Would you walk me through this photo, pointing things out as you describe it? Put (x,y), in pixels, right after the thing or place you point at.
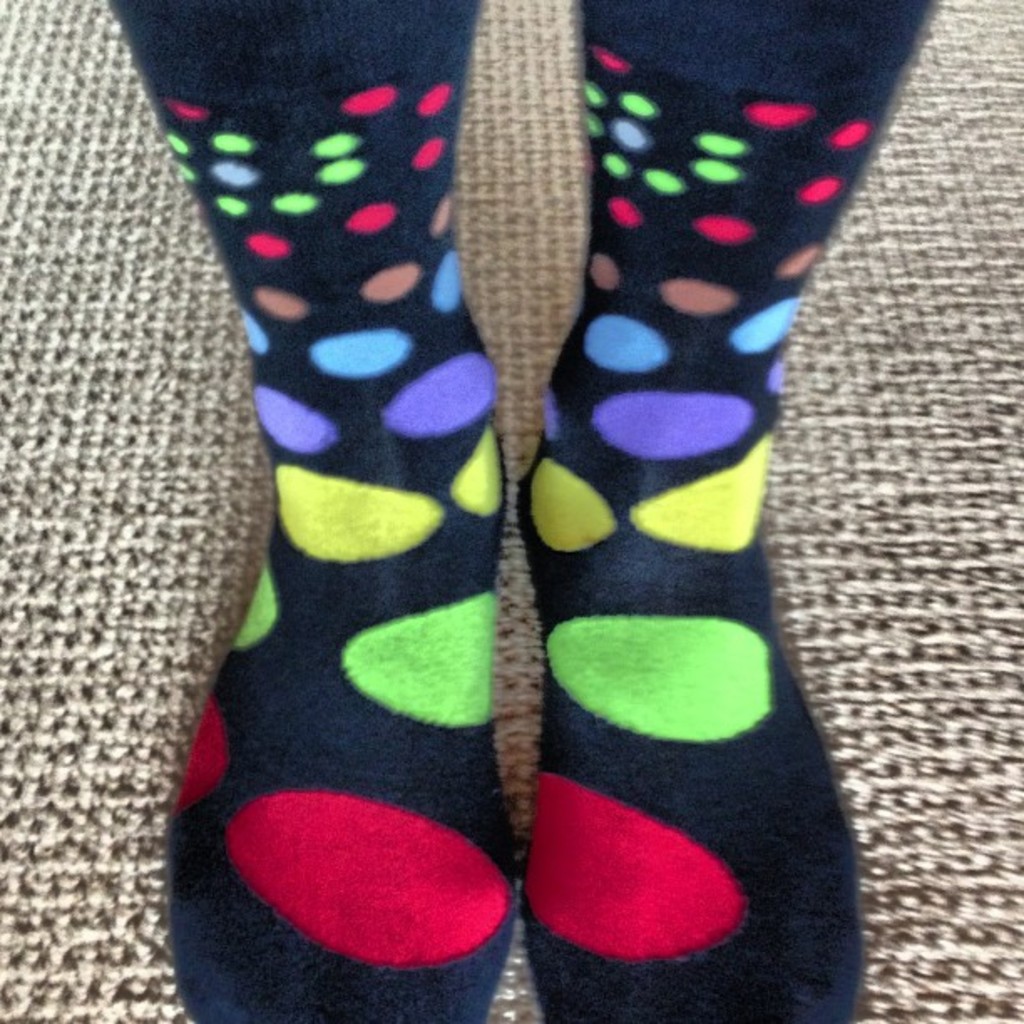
In this image I can see a person's legs (393,338) wearing socks (425,680) and standing. The background (86,801) is seems to be a mat (71,567).
